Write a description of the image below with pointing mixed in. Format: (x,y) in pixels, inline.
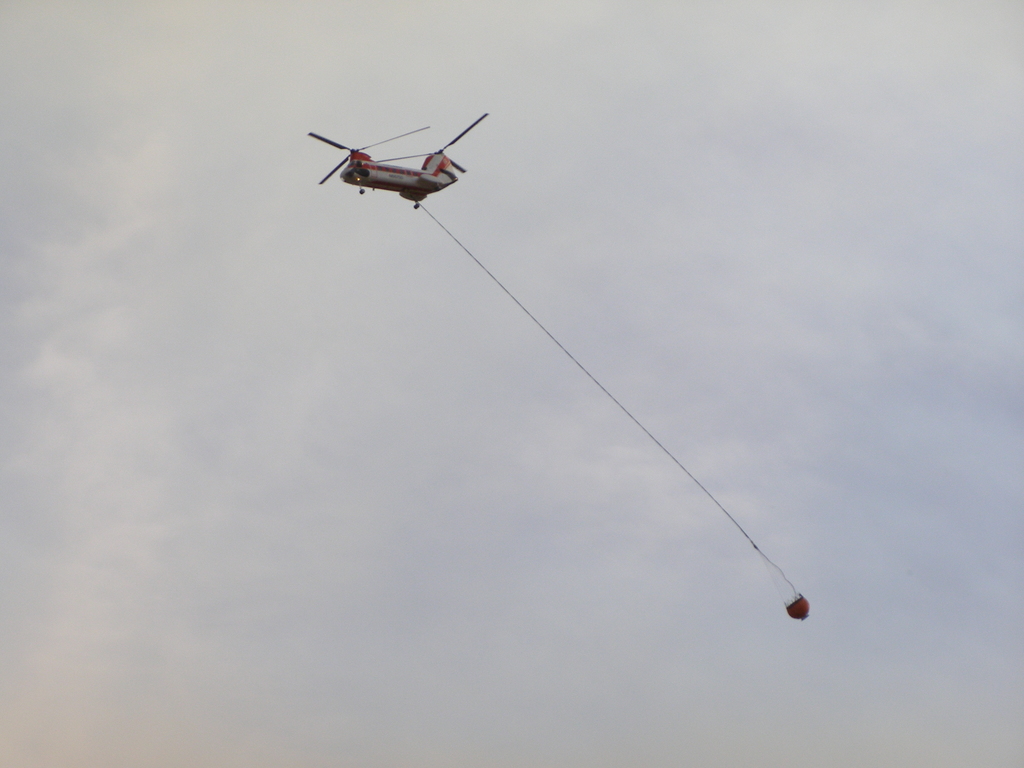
In the image we can see a flying helicopter (344,162) and to it there is a rope (554,338) attached and to the end of the rope (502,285) there is an object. And the cloudy sky (363,539).
